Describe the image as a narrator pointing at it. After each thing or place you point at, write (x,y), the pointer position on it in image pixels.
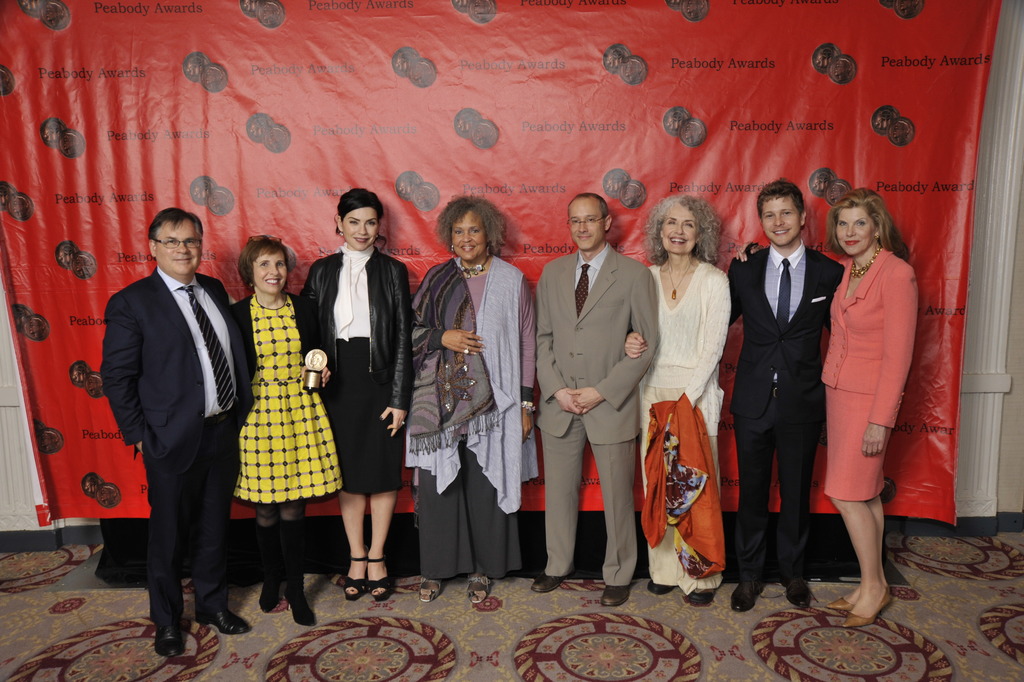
In this image we can see people (426,377) standing. At the bottom of the image (280,628) there is carpet (981,663). In the background of the image (600,95) there is a banner (67,282) with some text (341,128).
